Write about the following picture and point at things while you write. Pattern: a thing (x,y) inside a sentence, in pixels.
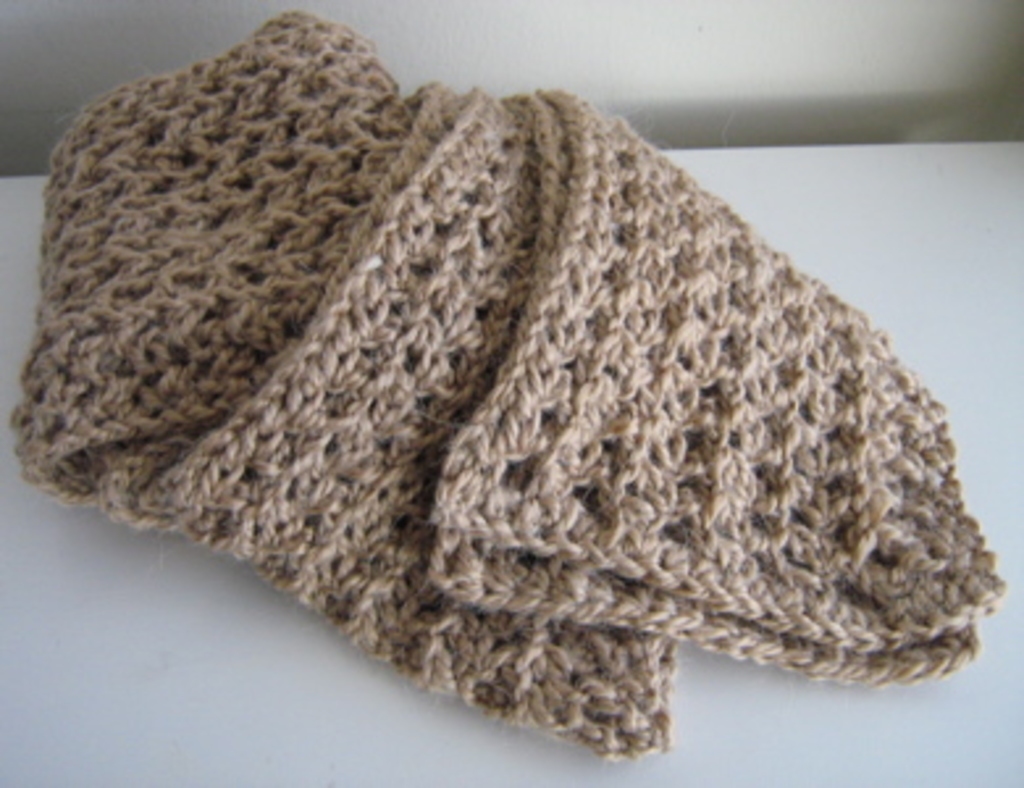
In this image there is a crochet (490,681) on the table (425,778). Behind the table (26,730) there is a wall (787,50).
